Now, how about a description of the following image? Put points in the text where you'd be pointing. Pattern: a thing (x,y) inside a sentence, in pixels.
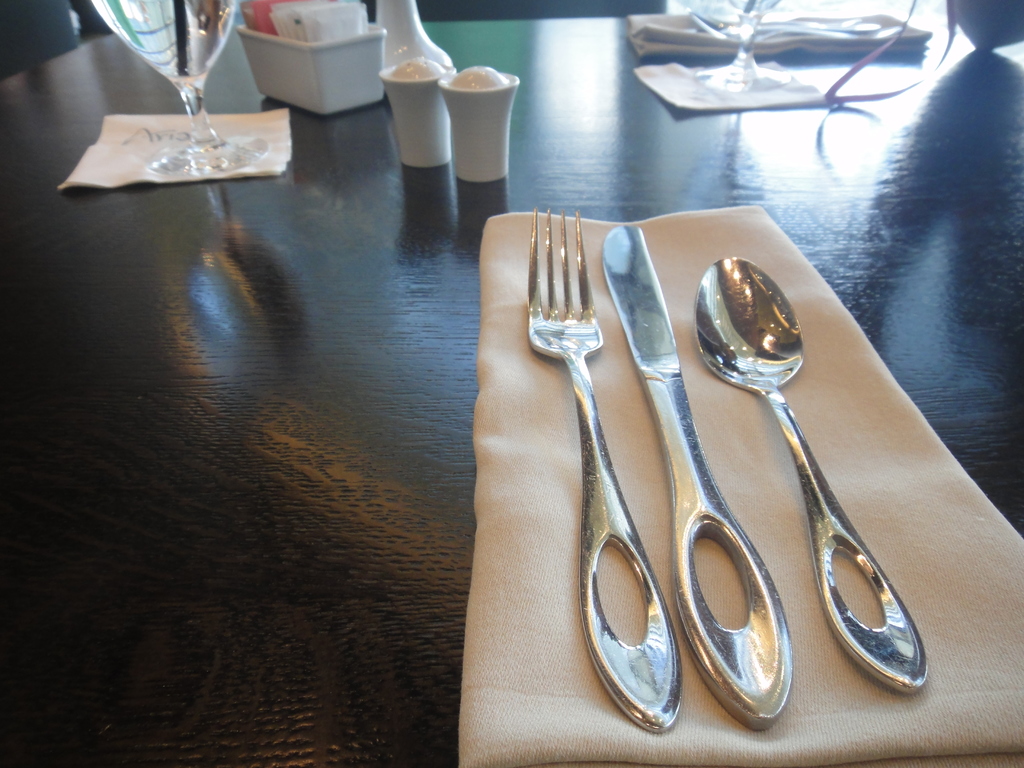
There is a table (403,191) with two jars (414,88) of pepper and salt (414,101). also places glasses (159,20) on tissue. beside that there is a tray (290,67) with some packets (338,31). And there is a napkin (476,434) in which a spoon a fork (637,572) and a knife (687,505) placed on that.
